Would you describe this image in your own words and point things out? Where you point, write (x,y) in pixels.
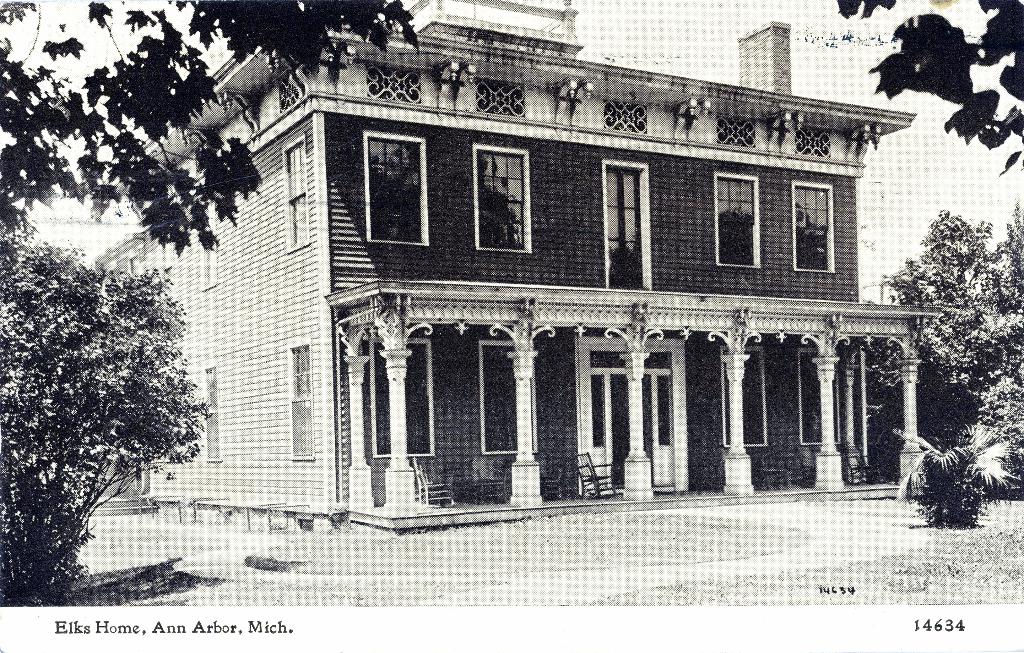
In this image I can see a building (239,323), windows (425,395), chairs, few trees (75,394), a plant (921,454) and I can also see watermark (262,632). I can see this image is black and white in colour.
